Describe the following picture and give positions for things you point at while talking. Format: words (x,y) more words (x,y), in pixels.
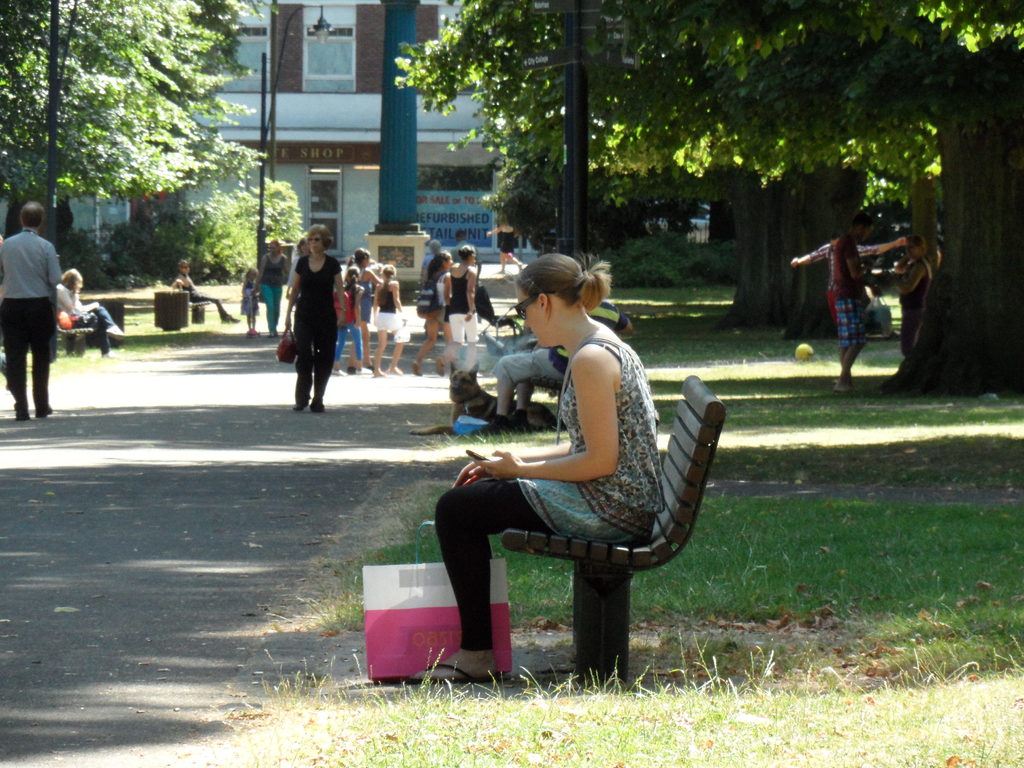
In this picture there is a woman (611,335) sitting on the bench (664,470), behind her there are people (356,339) standing.
